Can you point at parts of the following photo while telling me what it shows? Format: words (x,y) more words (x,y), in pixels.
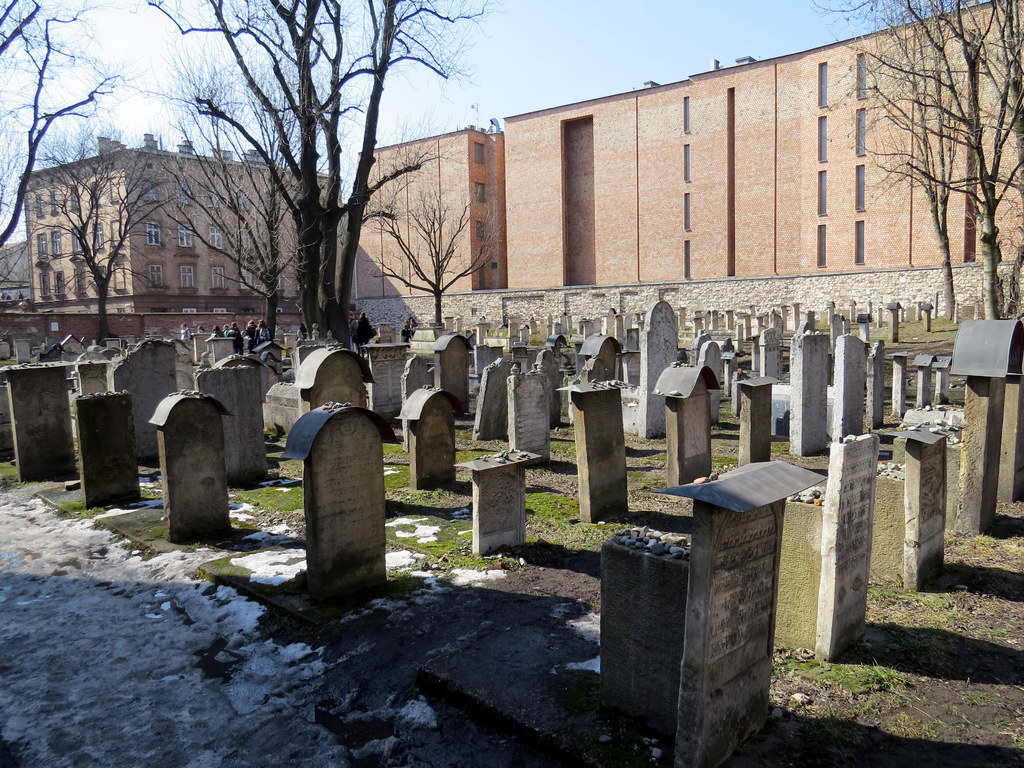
In this picture I can see group of people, there is a graveyard (179,612), there are trees (366,182), there are buildings (504,239), and in the background (392,107) there is the sky (444,7).
